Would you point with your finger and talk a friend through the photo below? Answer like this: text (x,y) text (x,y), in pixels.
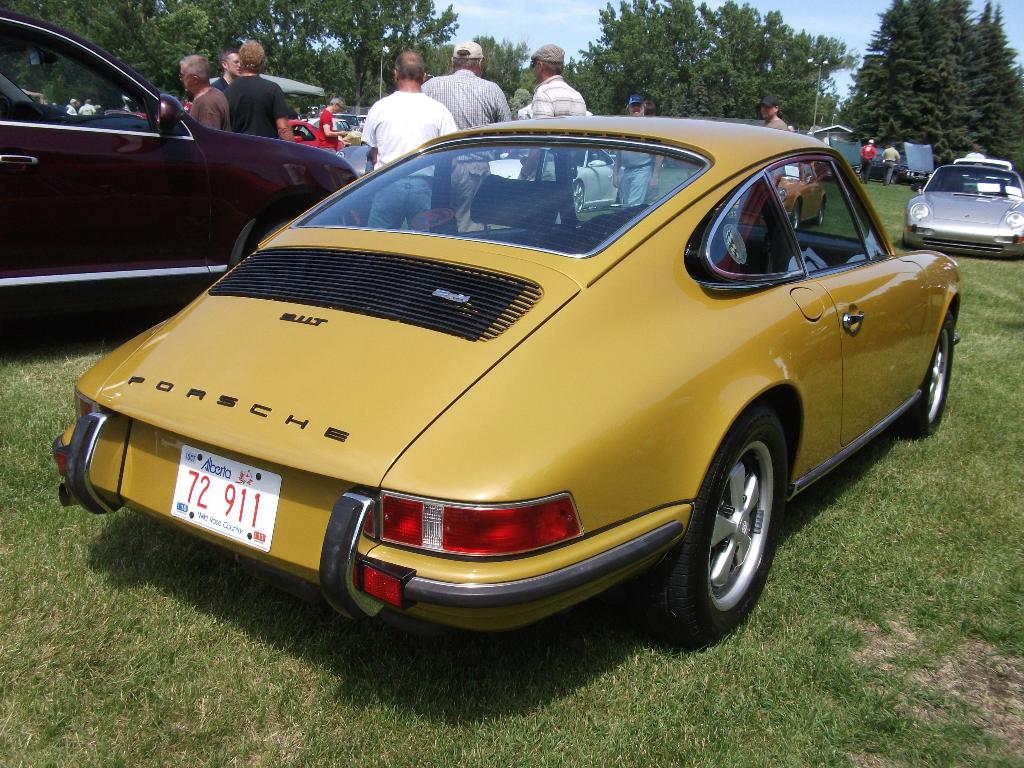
In this image there is grass (583,694) on the ground (583,694) and there are vehicles (506,241), persons (483,116) and trees (273,48) and there is some text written on the vehicle (445,411) which is in the center (434,429) with some numbers (241,509) written on it.
